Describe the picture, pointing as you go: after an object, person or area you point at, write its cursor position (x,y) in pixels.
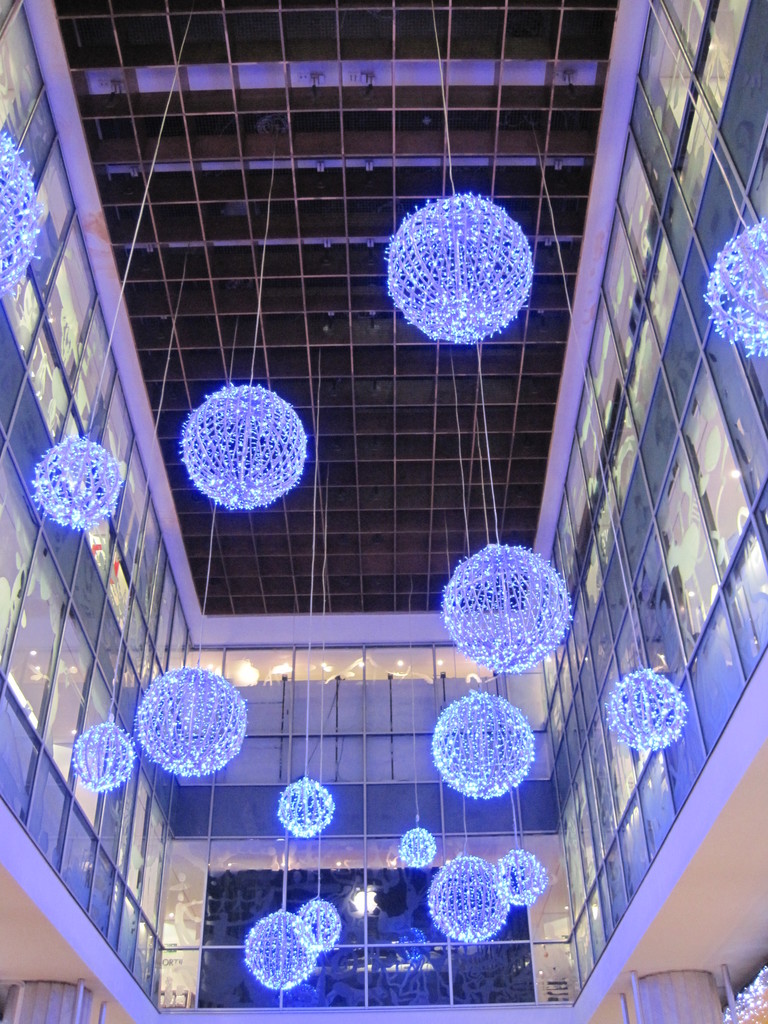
In this image, I can see the glass windows (12,583) and decorative lights (461,628) are hanging to the ceiling (392,390).
